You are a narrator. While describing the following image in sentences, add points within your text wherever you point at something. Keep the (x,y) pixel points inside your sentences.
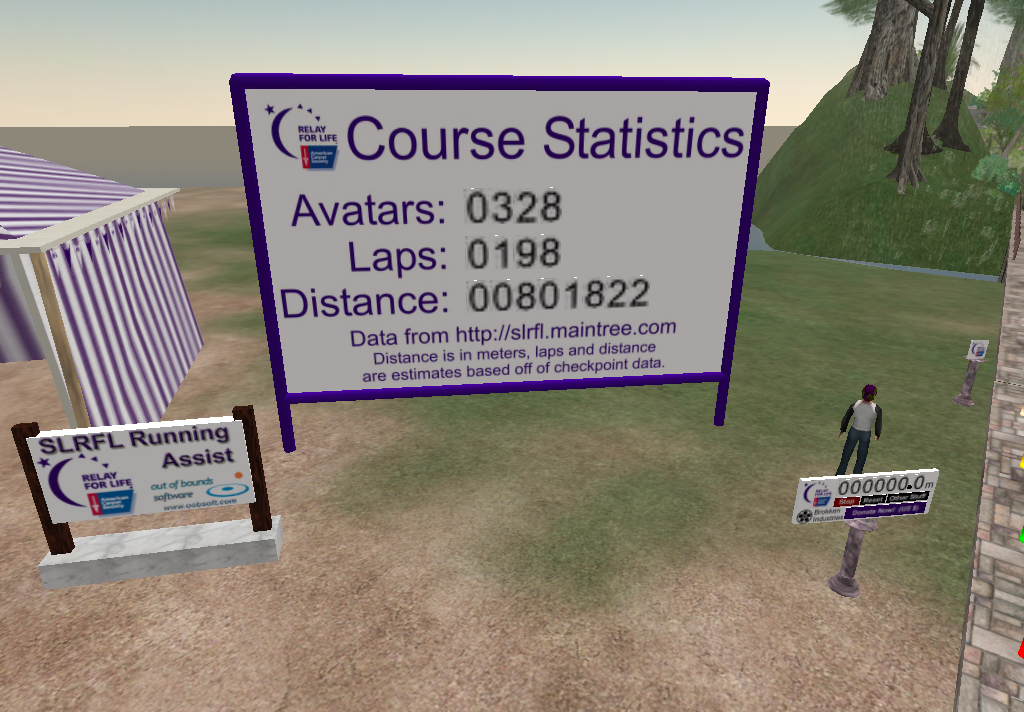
This is an animated image. In this image we can see a person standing on the ground (713,455). We can also see some boards (95,485) with text (176,483) on them, a tent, the bark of the trees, grass (792,258) and the sky (148,124) which looks cloudy.
